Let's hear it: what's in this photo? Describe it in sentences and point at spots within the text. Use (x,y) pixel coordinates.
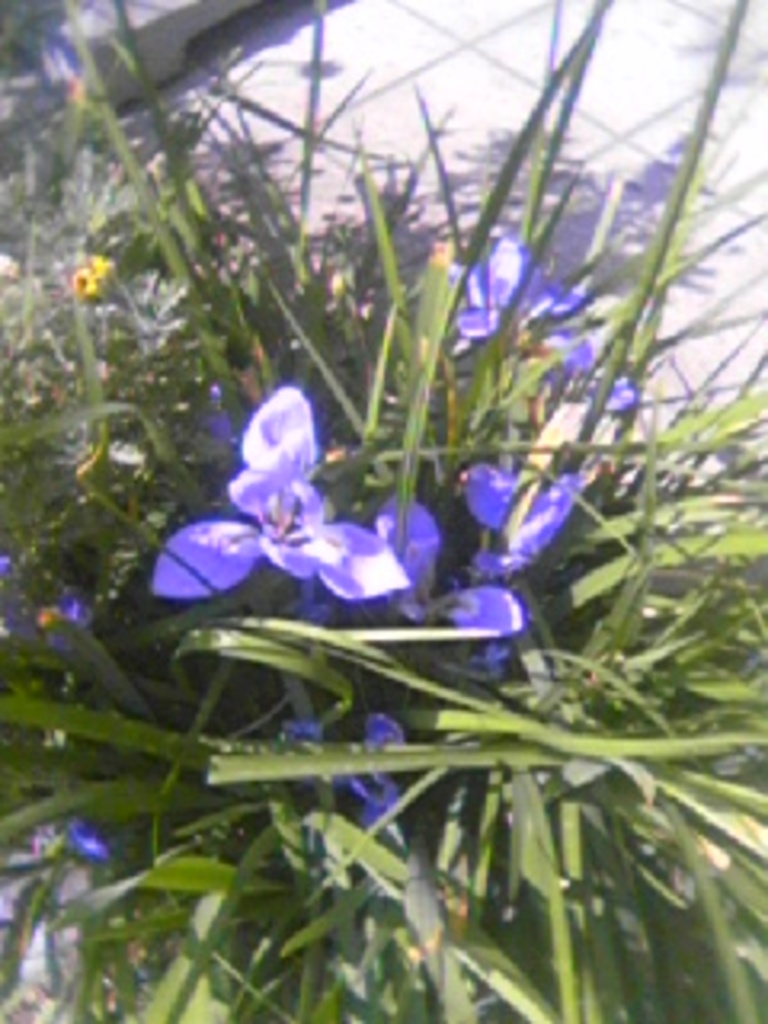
In this image we can see purple color flowers (390,530) and leaves (548,796). We can see floor (525,105) at the top of the image (520,109).
